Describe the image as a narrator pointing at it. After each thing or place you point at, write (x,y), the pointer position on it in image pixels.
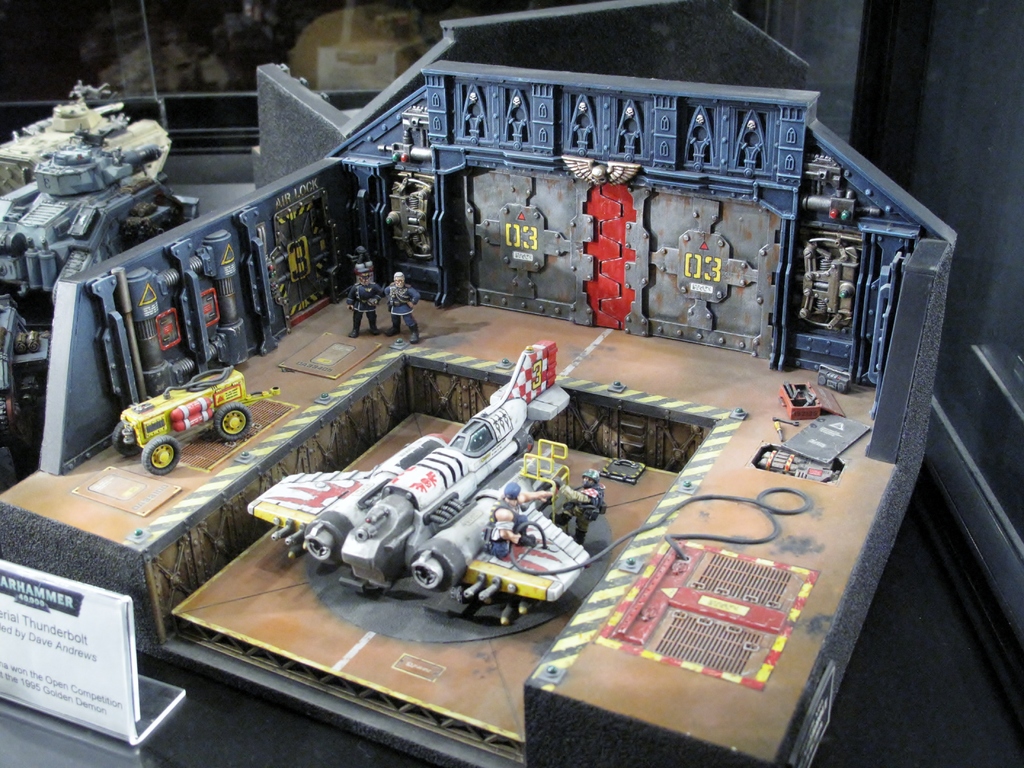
In this picture we can see toys (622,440) and this is board (83,633).
